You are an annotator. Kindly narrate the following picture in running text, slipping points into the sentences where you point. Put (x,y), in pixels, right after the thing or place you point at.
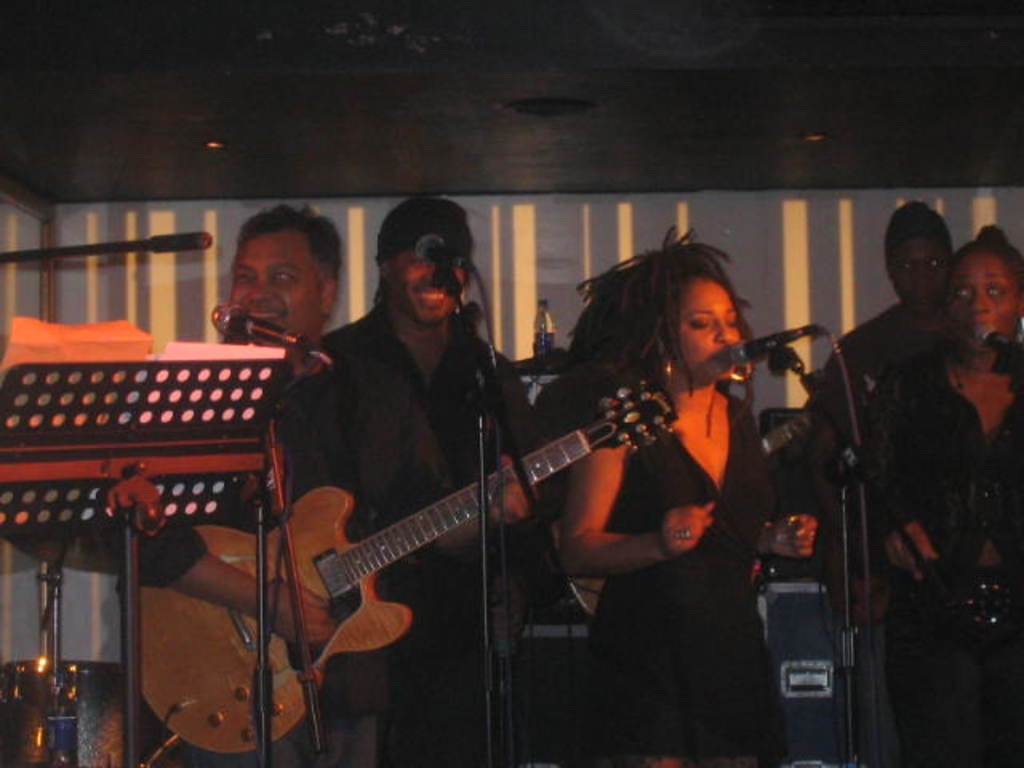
This 4 musicians (415,455) are standing and singing in-front of mic (736,363). This person (256,253) is holding a guitar (306,535) and playing. On this board (127,377) with pole (126,480) there are papers (131,343).
